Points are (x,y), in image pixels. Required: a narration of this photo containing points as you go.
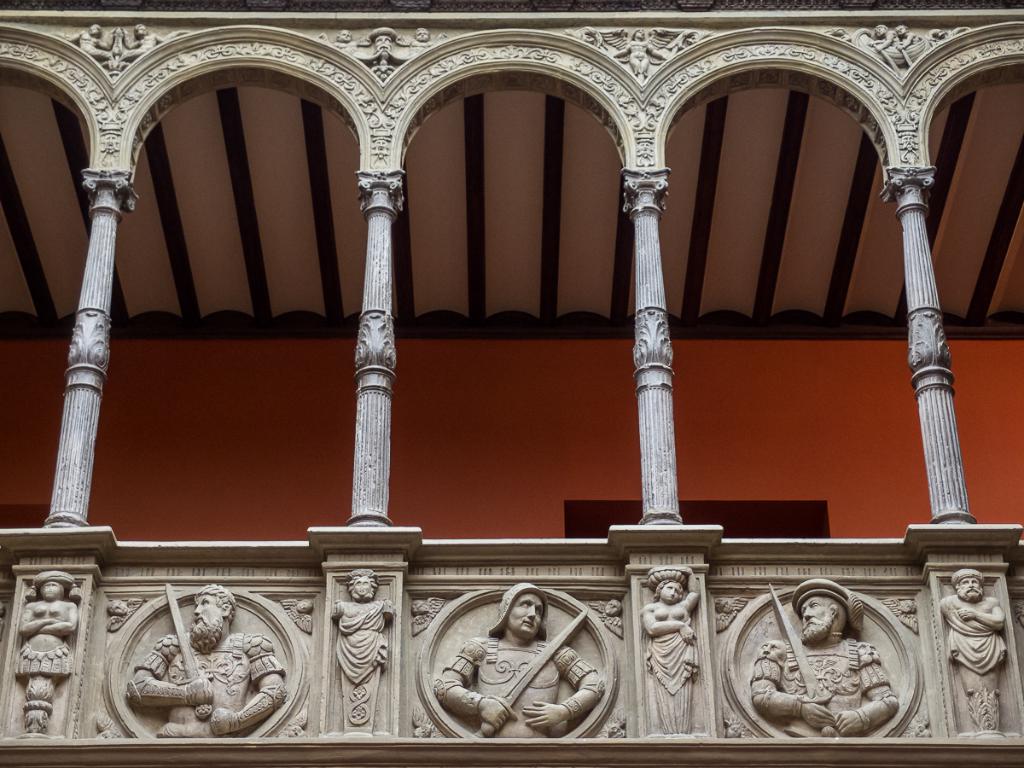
In this picture we can see the wall (929,714), roof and pillars (383,419). We can see the carvings (948,616) on the walls (954,701).
